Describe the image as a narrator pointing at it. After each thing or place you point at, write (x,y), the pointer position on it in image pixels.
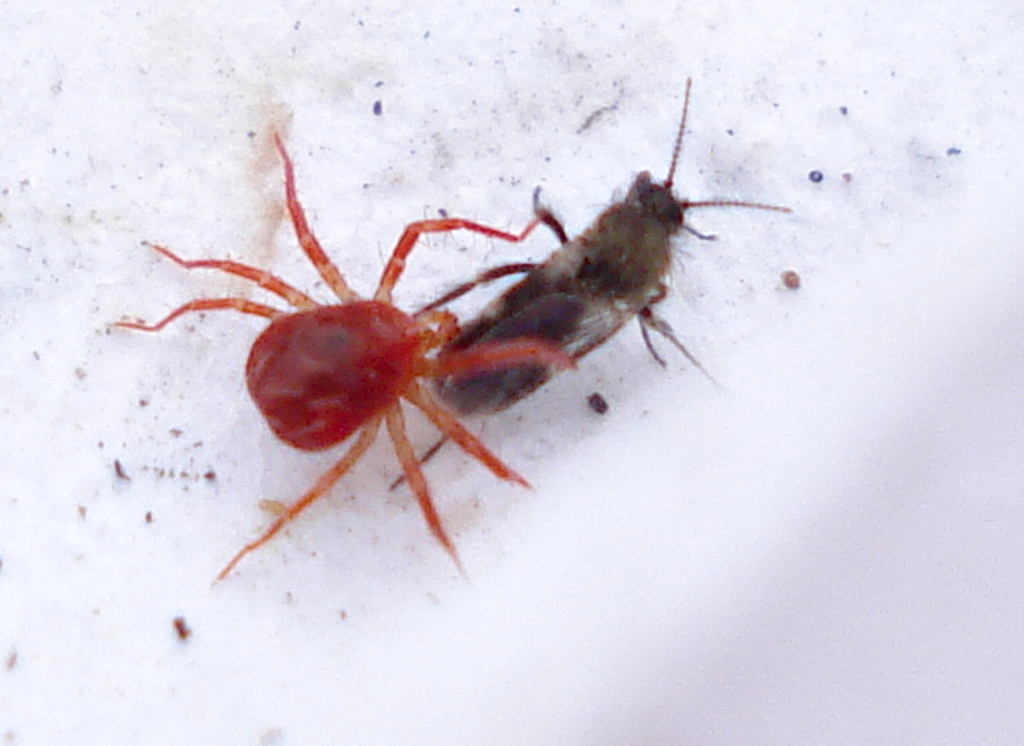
Here in this picture we can see an insect (524,309) present on the floor (352,217).
